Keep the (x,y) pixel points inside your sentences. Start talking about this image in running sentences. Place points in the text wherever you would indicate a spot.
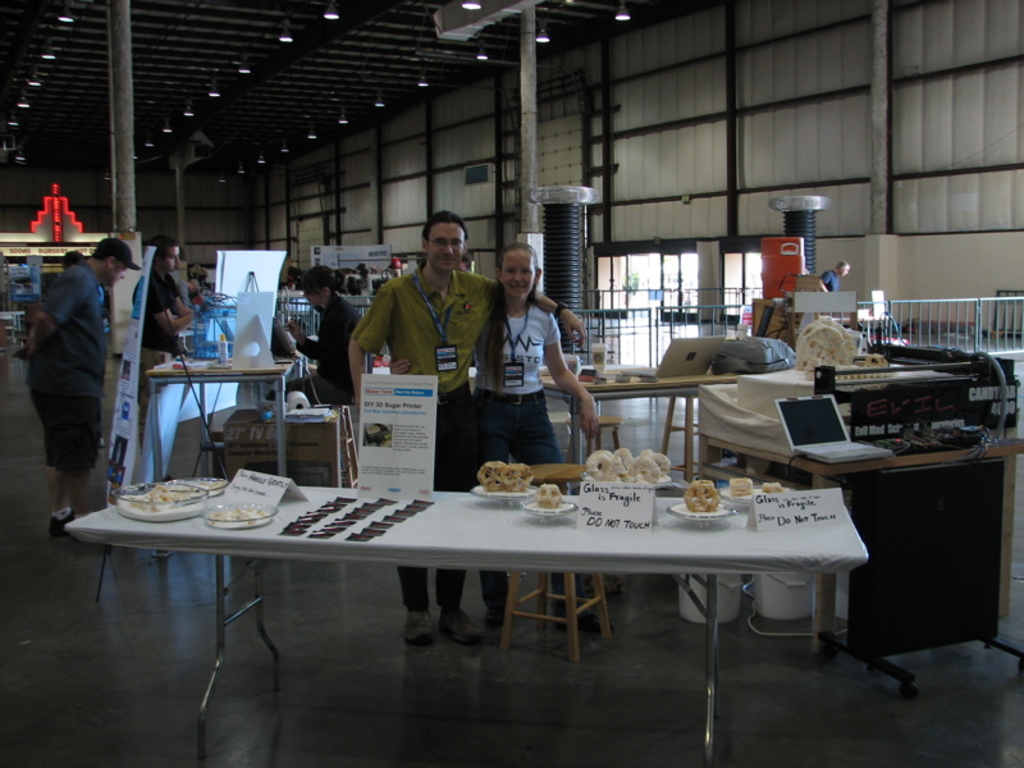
Here in this picture in the middle (459,365) we can see a couple (459,368) standing on the floor (431,615) and in front of them we can see a table (266,544) with plates (270,508) on it filled with food items (252,509) and we can also see donuts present on the table (658,515), beside them we can see a table (761,407), on which we can see a laptop (834,418) and other things (839,375) present and behind them also we can see table (675,380) with laptop (683,354), a cup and other things (741,362) present and behind them we can see other people (70,330) standing on the floor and we can see tables (209,367) present and on the roof (156,168) we can see lights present and in the front (434,309) we can see both of them are smiling.
